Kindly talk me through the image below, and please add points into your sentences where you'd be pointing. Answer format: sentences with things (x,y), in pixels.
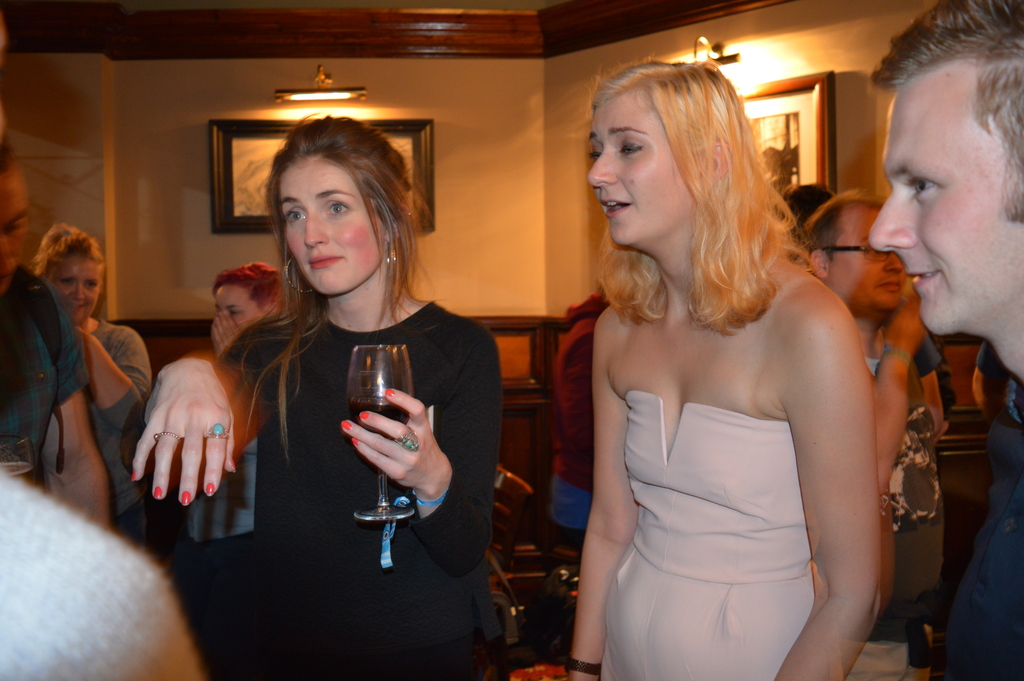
In the foreground of the picture (689,257) I can see two women (676,307). There is a woman (378,339) on the left side (336,335) is wearing a black color clothes (353,600) and she is holding a wine glass (399,369) in her left hand (394,462). I can see another woman (743,353) on the right side (779,368) and looks like she is speaking. There is a man (1009,200) on the right side (981,289) and there is a smile on his face (945,260). In the background (97,406), I can see a few persons (926,337). I can see the photo frames (787,109) on the wall (575,118). There are lights (293,95) on the wall (307,81).
